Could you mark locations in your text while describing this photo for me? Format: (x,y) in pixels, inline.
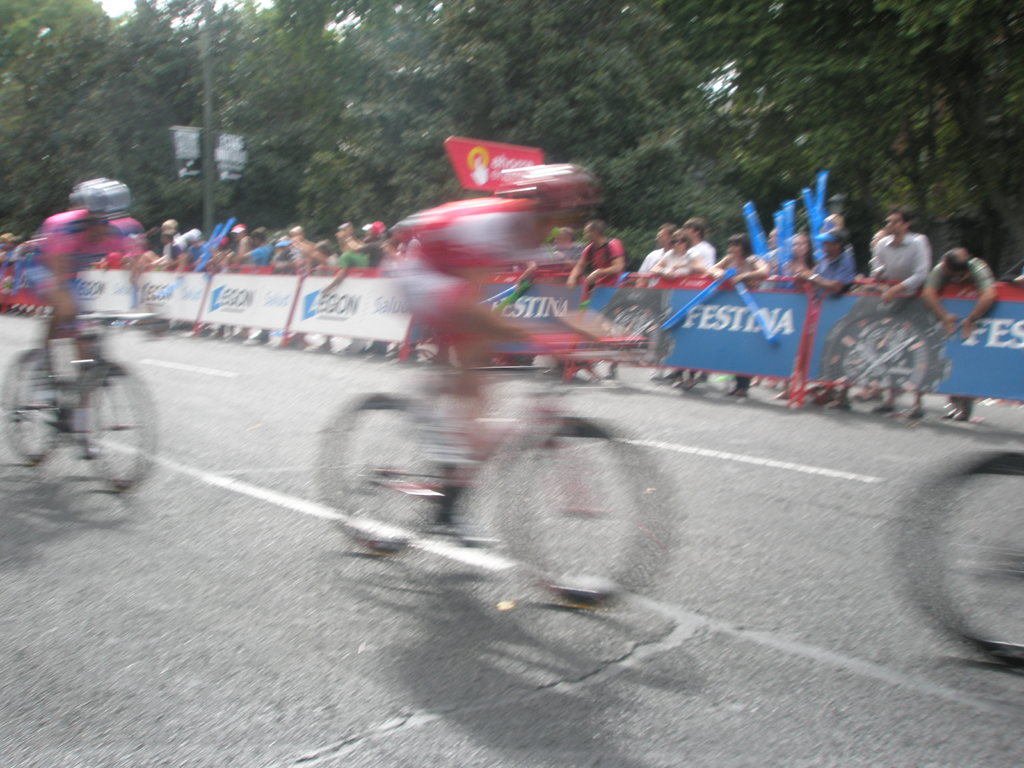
In the image there few people (45,327) riding bicycle (400,495) on the road (323,609) and behind there are many people (737,251) standing beside a fence (720,324), over the background (850,22) there are trees (235,85).
